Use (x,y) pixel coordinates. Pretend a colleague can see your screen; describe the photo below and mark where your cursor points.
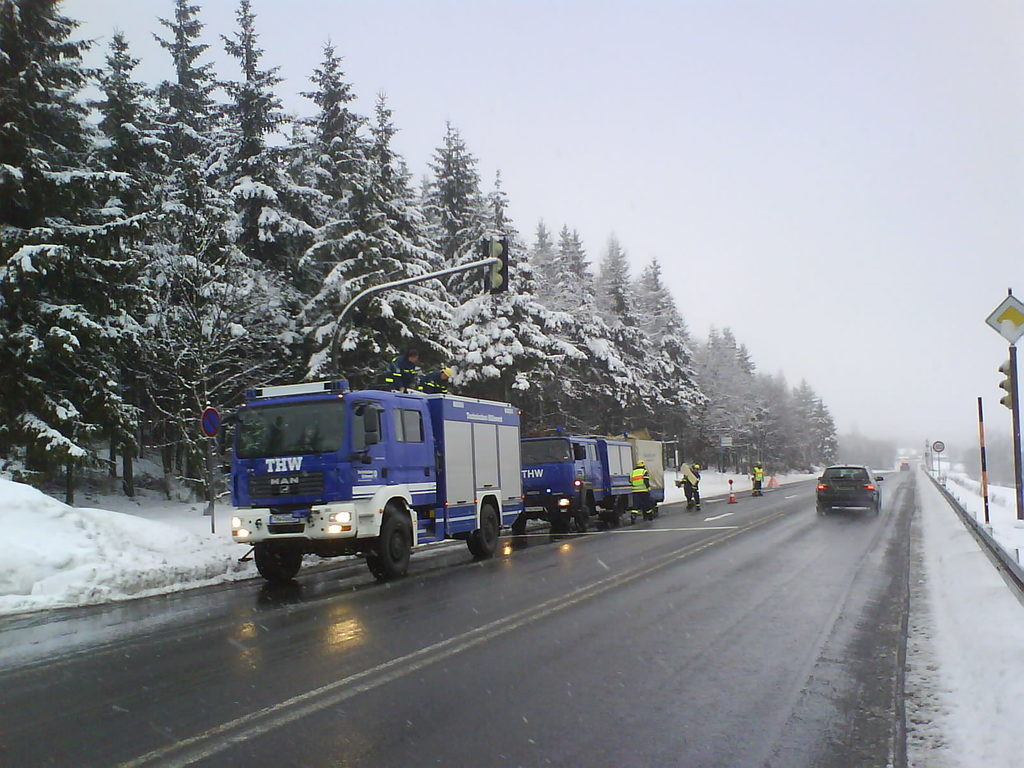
In this picture I can see cone bar barricades (774,483), vehicles (838,469) on the road (734,522), there are group of people (761,492), there are boards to the poles (1023,486), there is snow (38,546), trees (826,436) covered with the snow (590,305), and in the background (748,225) there is sky (739,199).
